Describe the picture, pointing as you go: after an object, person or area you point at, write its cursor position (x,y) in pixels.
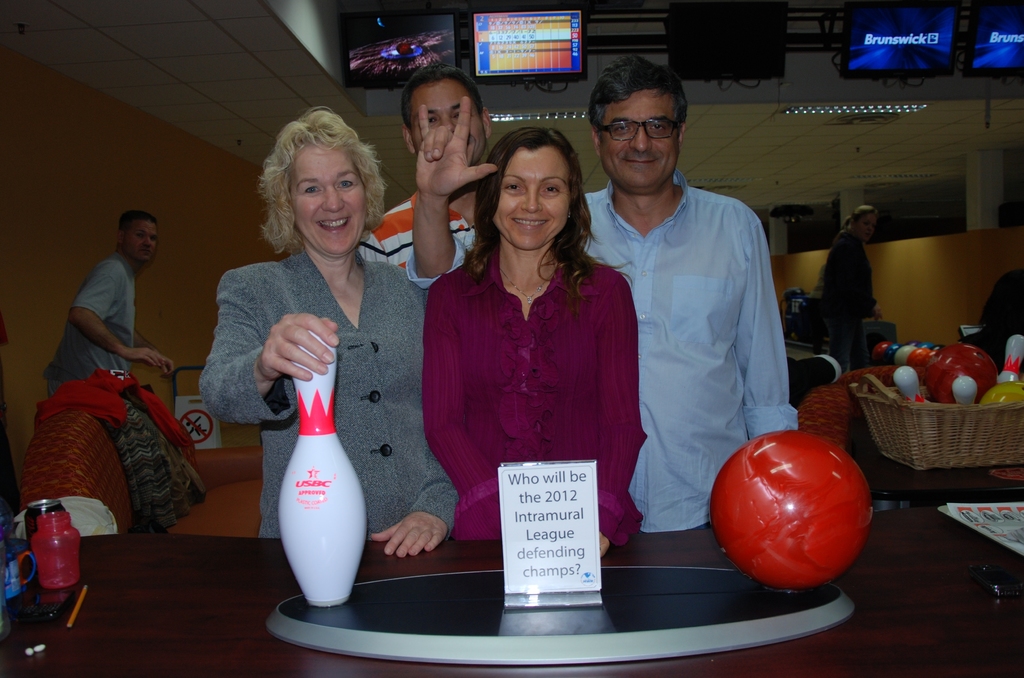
In this image I can see few persons (496,413) standing. At the top (999,64) I can see few television screens (1014,72). I can see a ball (816,557). There is some text (565,534) on the paper (590,480) which is placed on the table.
